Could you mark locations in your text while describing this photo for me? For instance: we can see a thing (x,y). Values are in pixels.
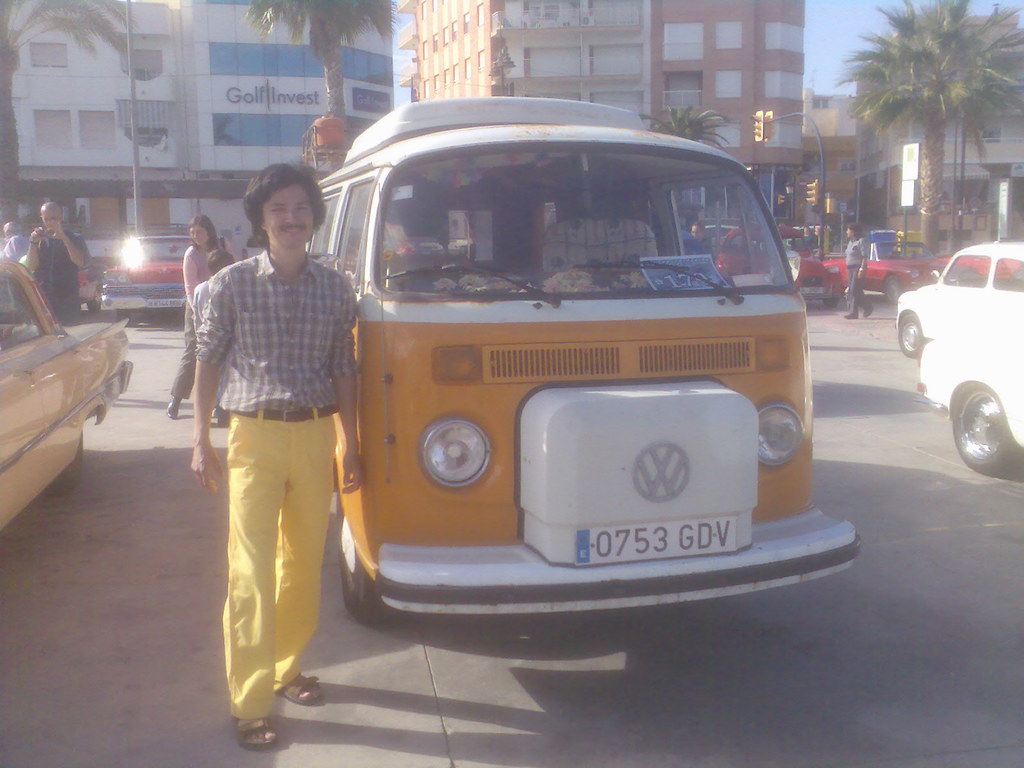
In this image there are so many vehicles (648,430) on the road (892,362) and there are a few people (244,361) standing and walking on the road (144,648). In the background (356,90) there are buildings (85,84), poles (956,141), trees (974,41), boards (906,150) with some text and the sky (820,62).
